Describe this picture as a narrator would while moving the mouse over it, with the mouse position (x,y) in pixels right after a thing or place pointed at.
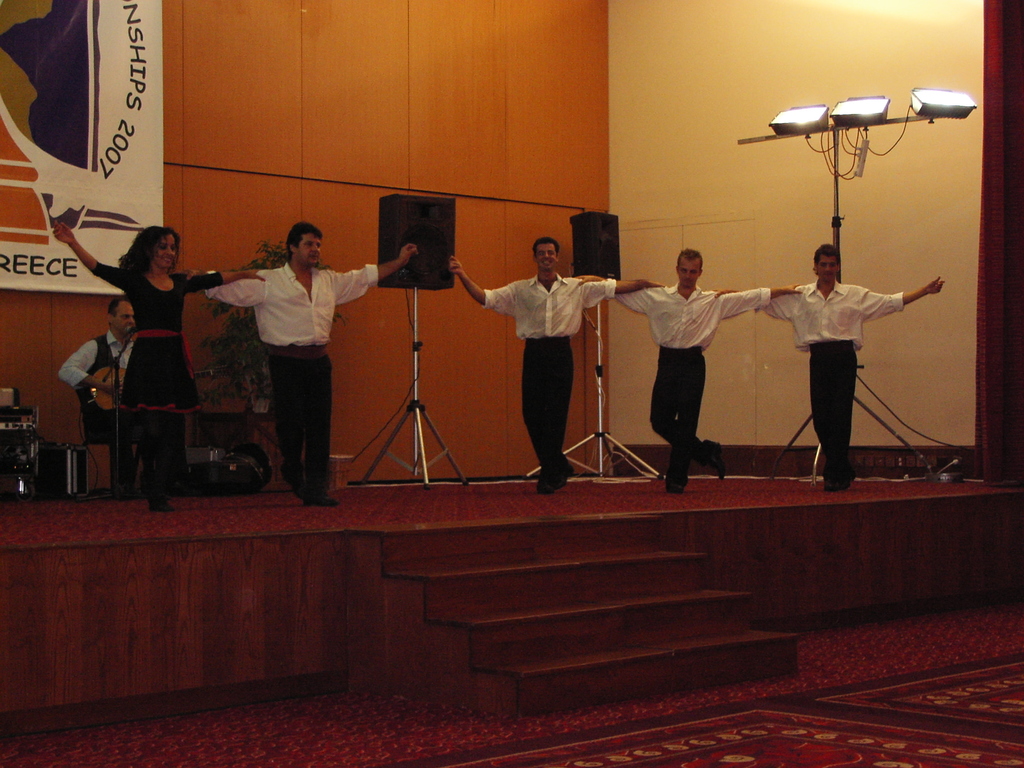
In this picture, we can see a group of people (292,469) are dancing on the stage (529,501) and a man (77,377) sitting and playing a guitar (109,397). Behind the people (91,376) there are stands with speakers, lights (839,107), plant (236,355) and a wooden wall (225,130) with a banner (75,138).
